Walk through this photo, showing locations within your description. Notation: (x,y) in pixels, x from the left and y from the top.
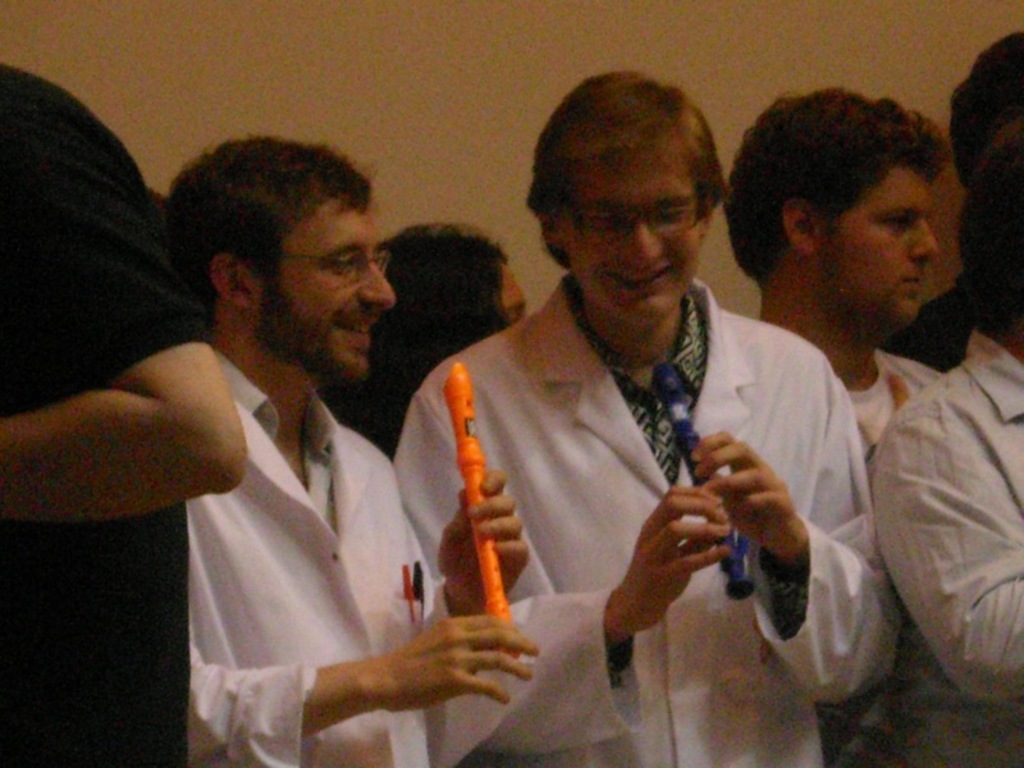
In this image there are group of persons (518,455) at the middle of the image (449,441) two persons (445,498) wearing white color suits (548,505) holding an object (693,472) in their hands (732,498).
